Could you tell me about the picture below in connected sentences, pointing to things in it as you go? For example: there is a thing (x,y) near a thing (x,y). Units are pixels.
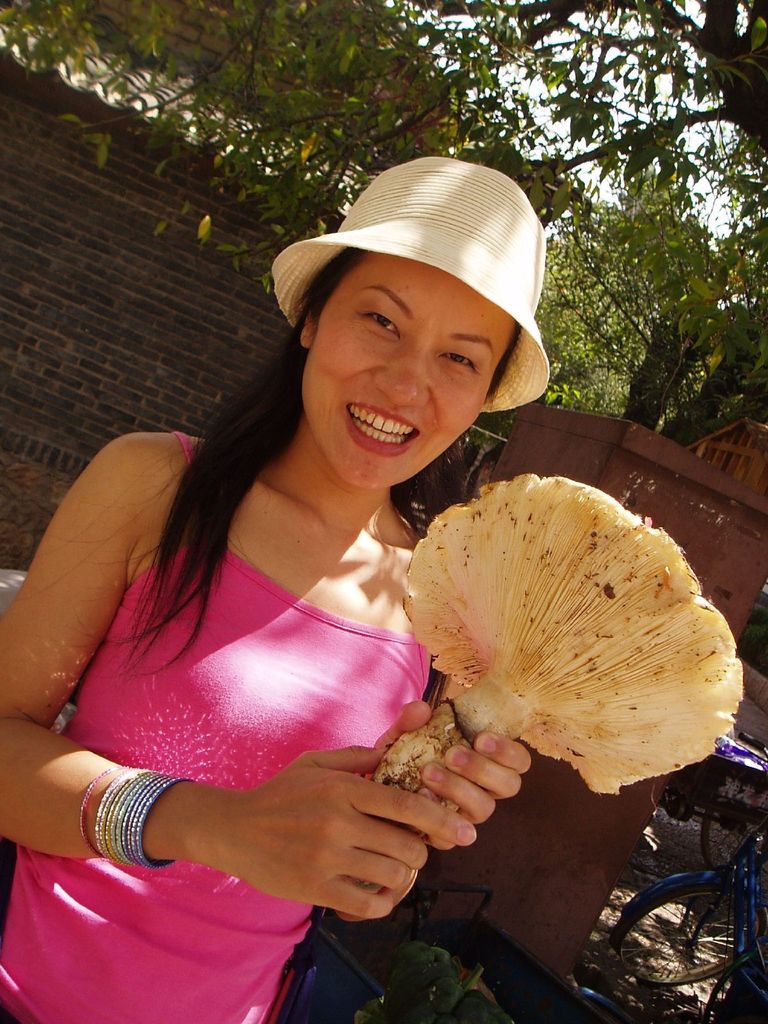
Here in this picture we can see a woman (308,530) standing over a place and we can see she is holding something in her hand (489,737) and smiling and she is also wearing hat (515,249) and behind her we can see a wall (276,329) and behind that we can see plants (578,333) and trees (620,313) present.
